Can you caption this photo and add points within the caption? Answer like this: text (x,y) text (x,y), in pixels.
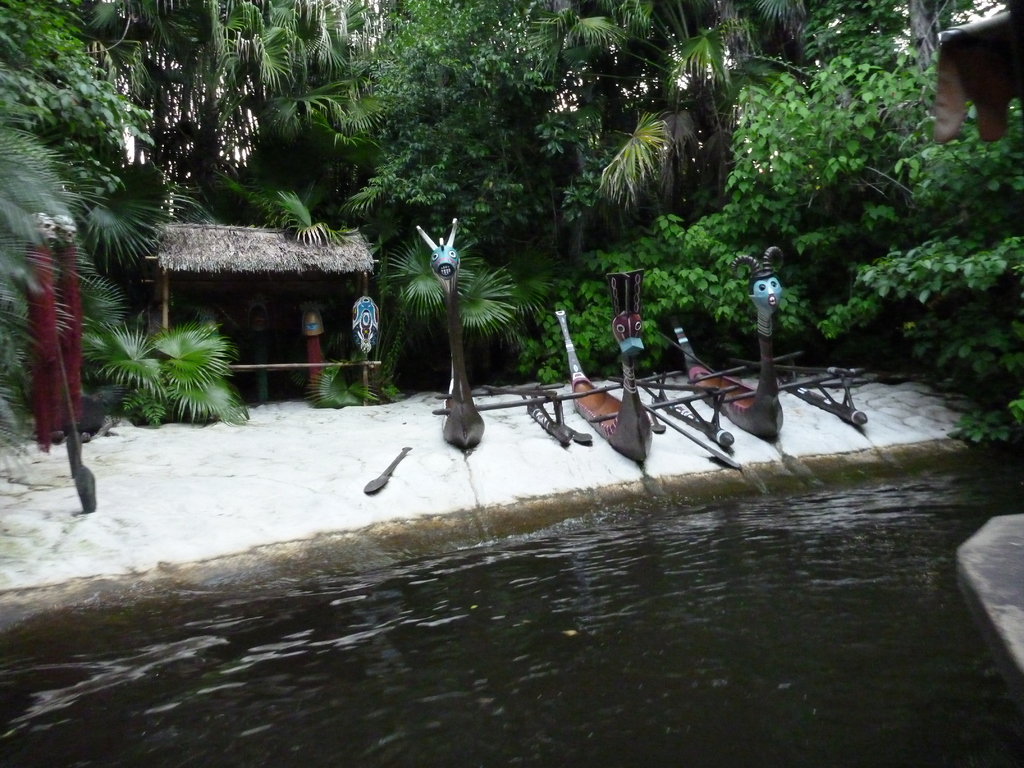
In this picture we can observe a lake (648,597). There are some boats (605,409). In this picture we can observe a small hut (191,256). In the background (114,262) there are trees (361,174).
